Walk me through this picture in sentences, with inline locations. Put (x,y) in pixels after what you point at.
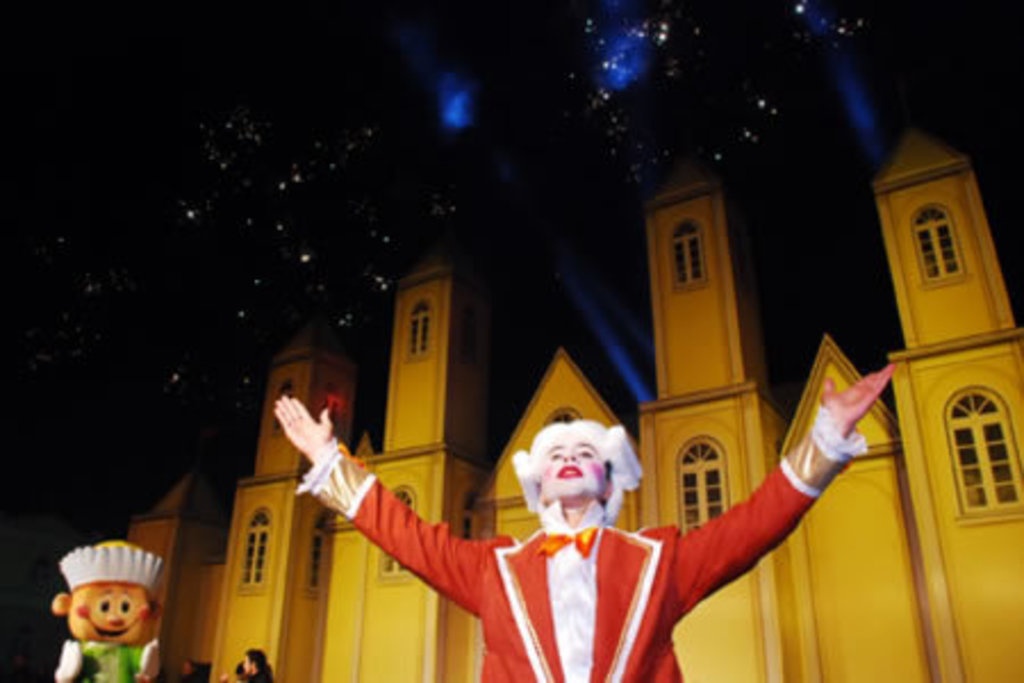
In this picture, we see a man (602,515) in white and red coat (515,635) is standing. Behind him, we see a building (483,421) in yellow color. At the top of the picture (324,156), we see the sky (376,165) and the stars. In the left bottom of the picture (146,593), we see people (253,674) and we even see the man (90,666) wearing a joker's dress (104,660). This picture is clicked in the dark.
